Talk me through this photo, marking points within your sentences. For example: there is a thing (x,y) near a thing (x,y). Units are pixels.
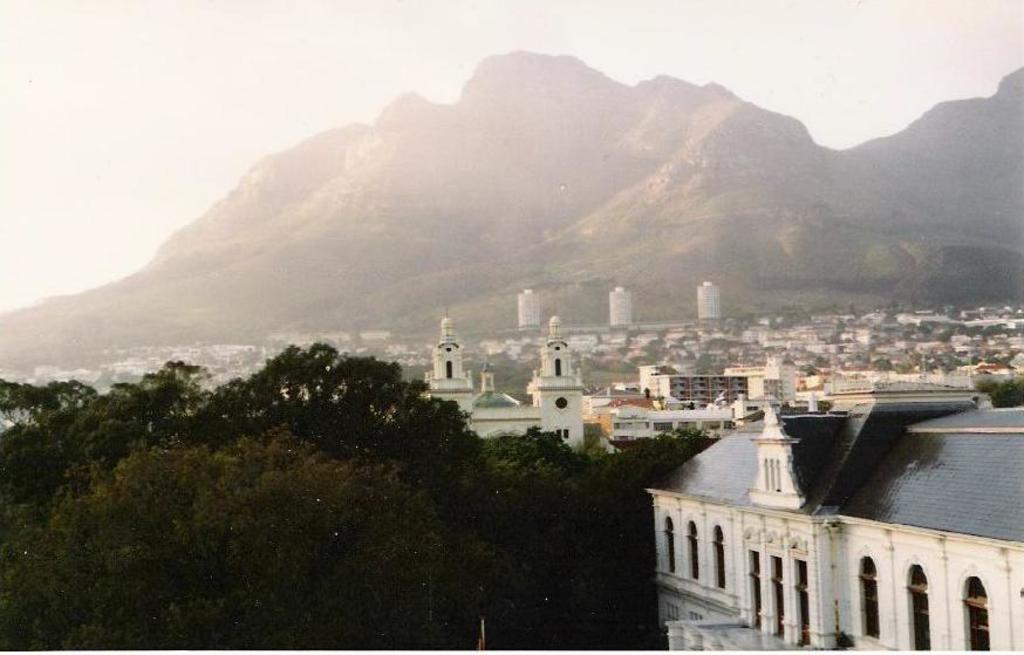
The picture contains a lot of buildings (783,481) and houses (839,344). The image is captured from the city outskirts (816,349) and there are plenty of houses (948,345) and trees (292,496) and in the background (428,182) there is a big mountain (780,149) and sky (234,103).
